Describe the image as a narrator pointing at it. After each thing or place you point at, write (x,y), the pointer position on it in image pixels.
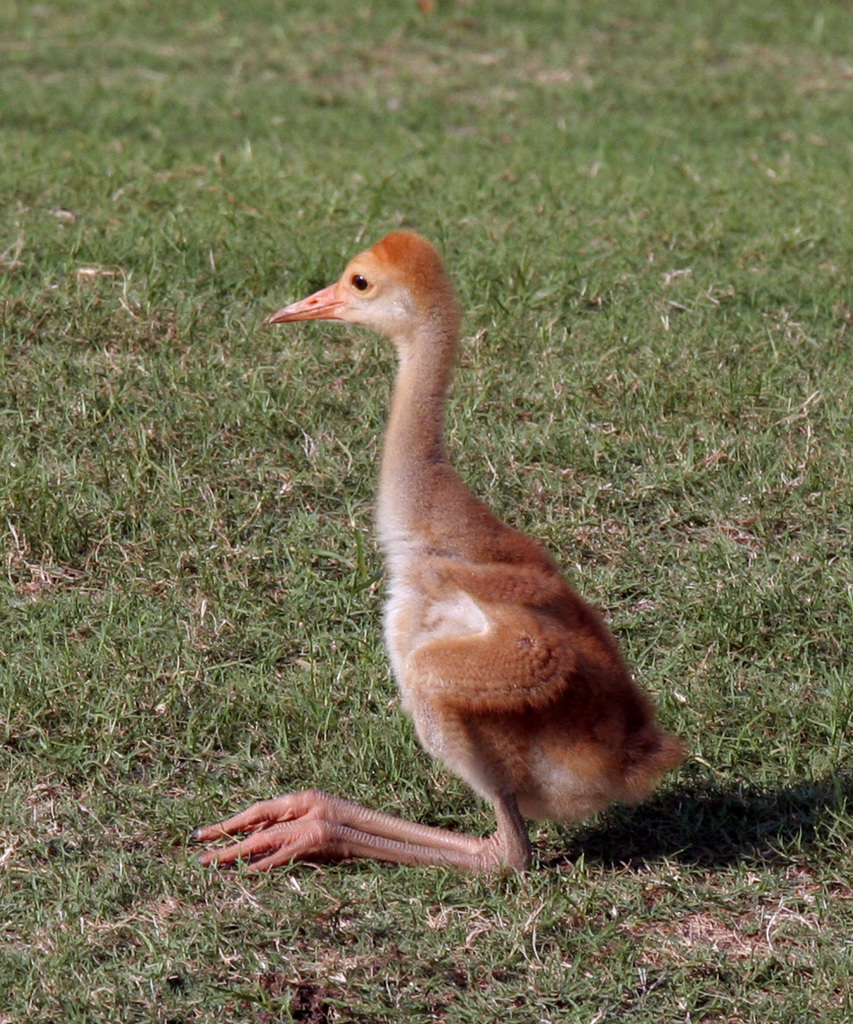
In this image I can see a brown colour bird (419,738). I can also see grass (219,449) and a shadow (617,837) over here.
